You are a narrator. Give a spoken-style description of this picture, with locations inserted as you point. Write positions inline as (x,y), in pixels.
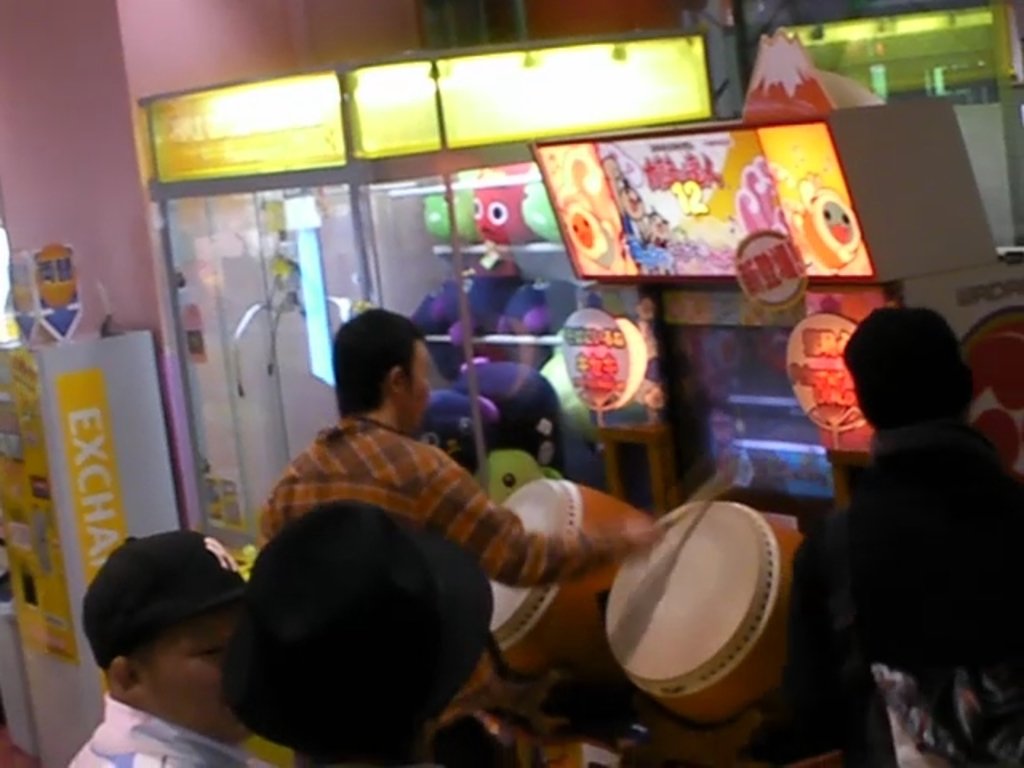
In this picture I can see there are a few games (251,218) and there is a person (408,398) standing, he is playing drums (667,593) with sticks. There is a person (929,402) standing on the right side (921,533), there are two more people (282,696) standing at the bottom of the image (266,598) and they are wearing black hats (266,598) and there are few lights (251,120).
